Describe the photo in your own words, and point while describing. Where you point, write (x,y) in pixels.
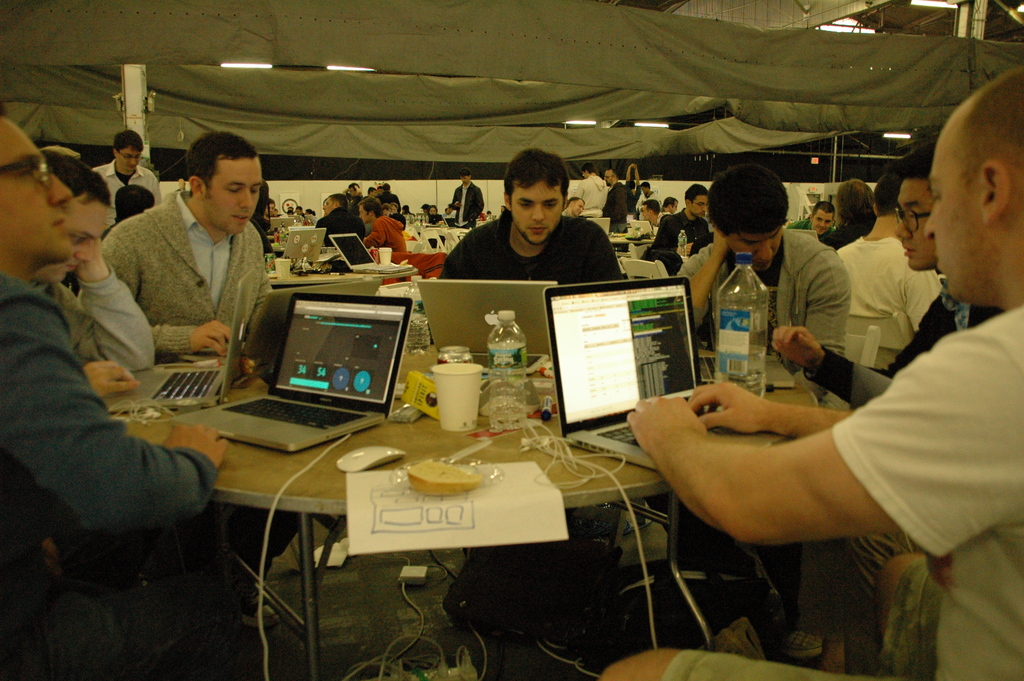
In this image there are so many people (732,405) sitting around the table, also there is a bottle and some other things (476,415) on the table (278,459).
